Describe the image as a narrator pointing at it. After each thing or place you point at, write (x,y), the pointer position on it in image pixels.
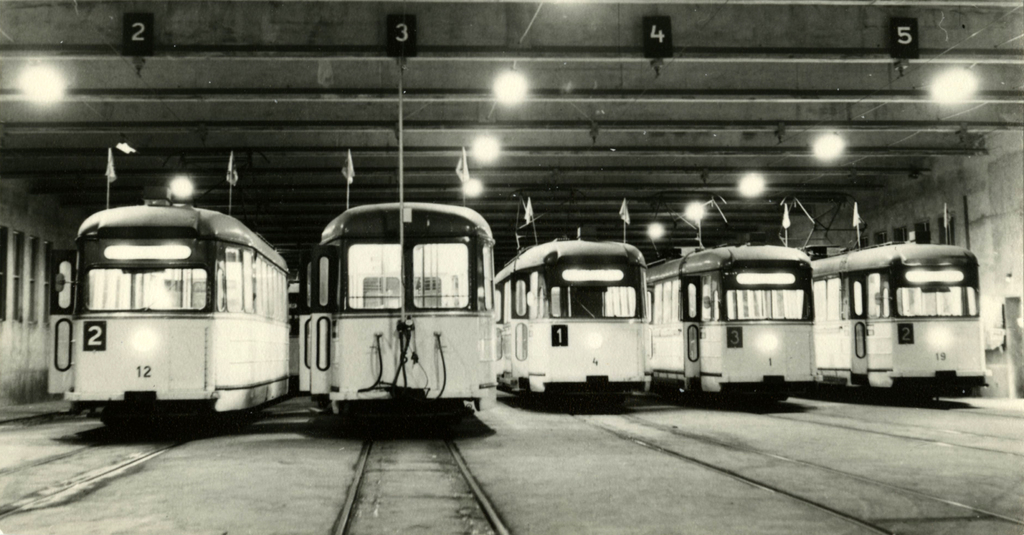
This is a black and white image. In the center of the image (481,265) there are trains (393,343). At the bottom of the image (429,476) there are railway tracks (703,461). At the top of the image (510,125) there is ceiling (366,105) with lights (509,105).
